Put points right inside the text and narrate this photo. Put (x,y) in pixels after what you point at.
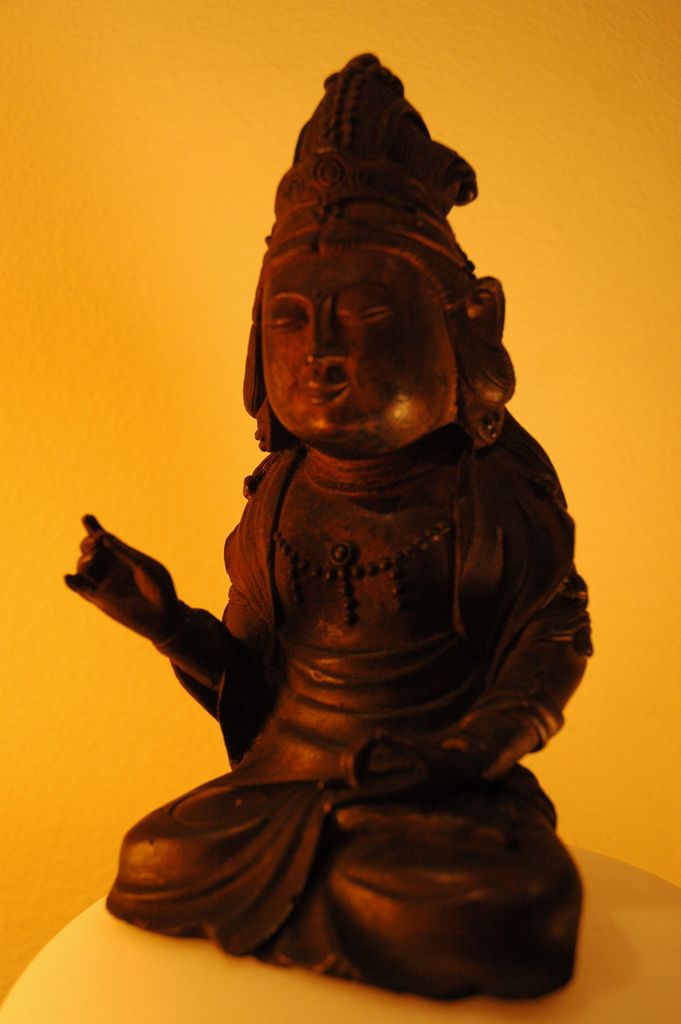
In the center of the image (349,579) there is a statue (361,645) on the surface (276,973). The background of the image (122,410) is orange colored.
